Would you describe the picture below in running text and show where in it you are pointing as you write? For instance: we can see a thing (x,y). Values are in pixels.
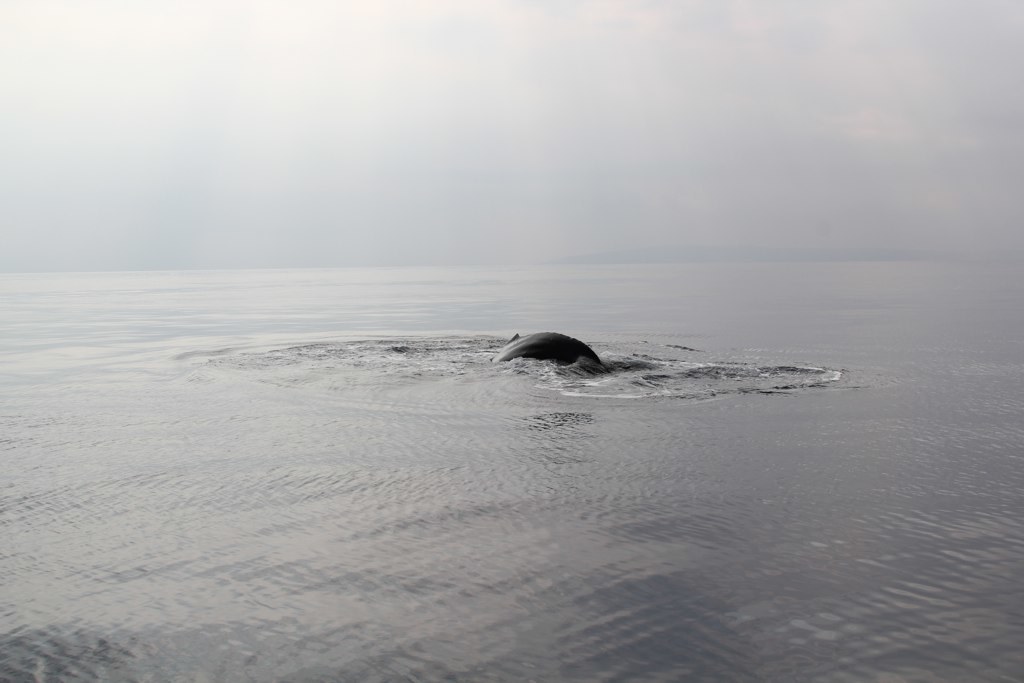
In this image in the center (570,360) it looks like a whale (559,354), at the bottom (416,472) there is a sea (285,458) and at the top (441,118) there is sky (522,98).
